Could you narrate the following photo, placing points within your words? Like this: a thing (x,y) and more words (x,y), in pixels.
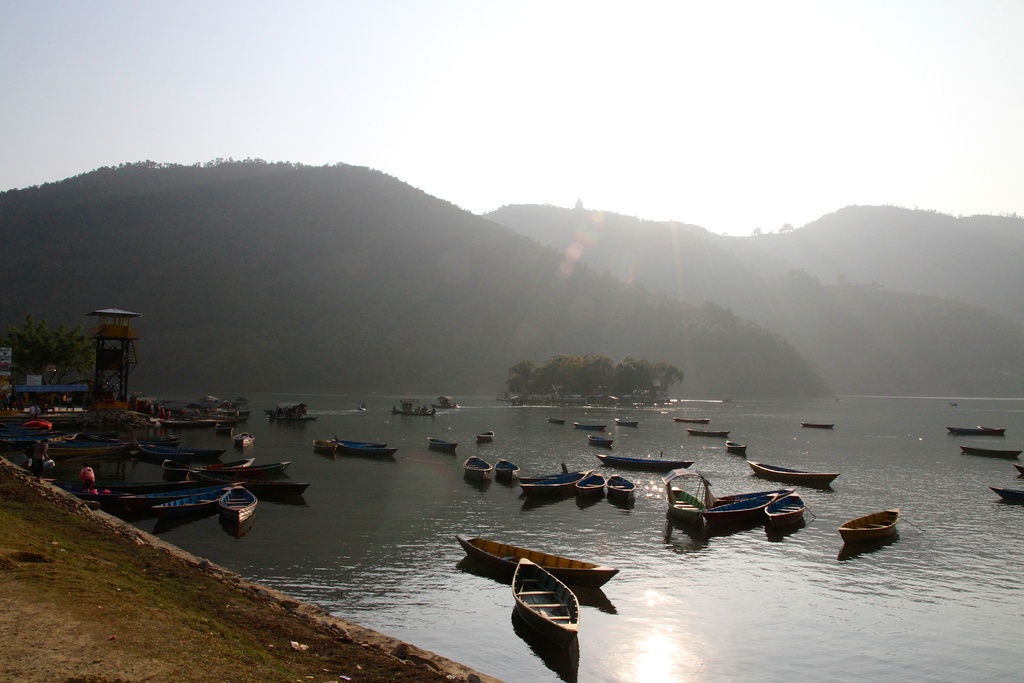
In the image I can see the ground (95,594), the water (288,548), few trees (38,353) and few boats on the surface (325,538) of the water (473,507). In the background (365,375) I can see a tower (118,320), few mountains (342,290) and the sky (645,137).
